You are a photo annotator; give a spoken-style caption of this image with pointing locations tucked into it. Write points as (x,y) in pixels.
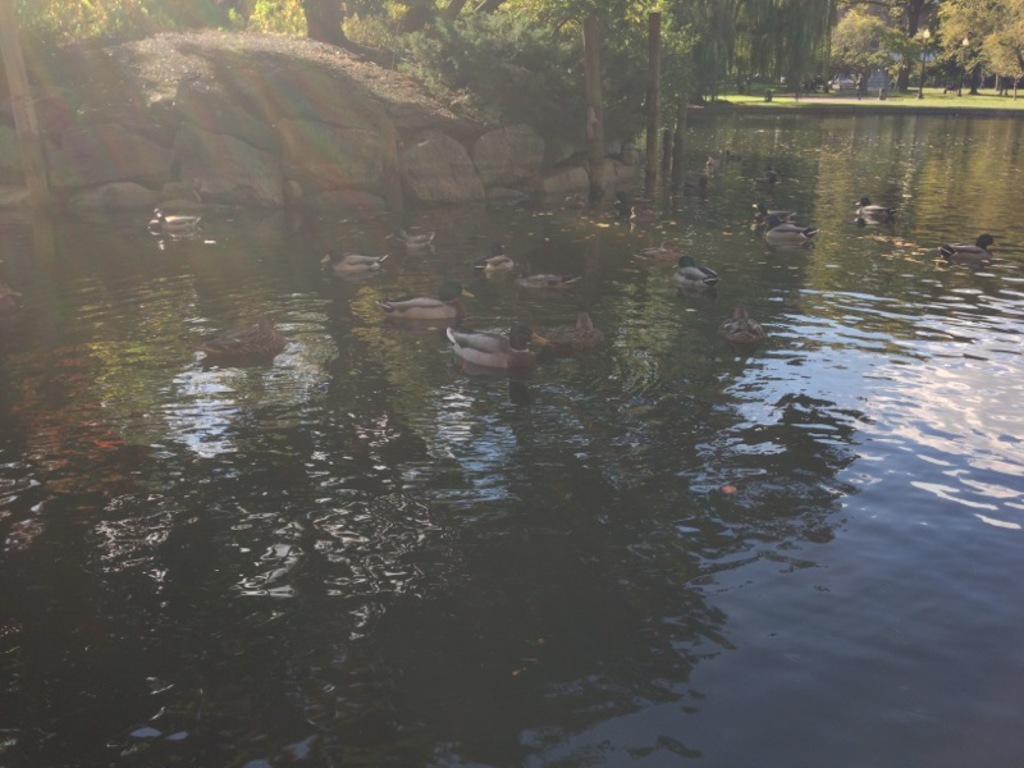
There are ducks (865,212) swimming in the water (891,303). In the background (1021,9), there are trees (619,66) and grass (784,101) on the ground (873,97).
